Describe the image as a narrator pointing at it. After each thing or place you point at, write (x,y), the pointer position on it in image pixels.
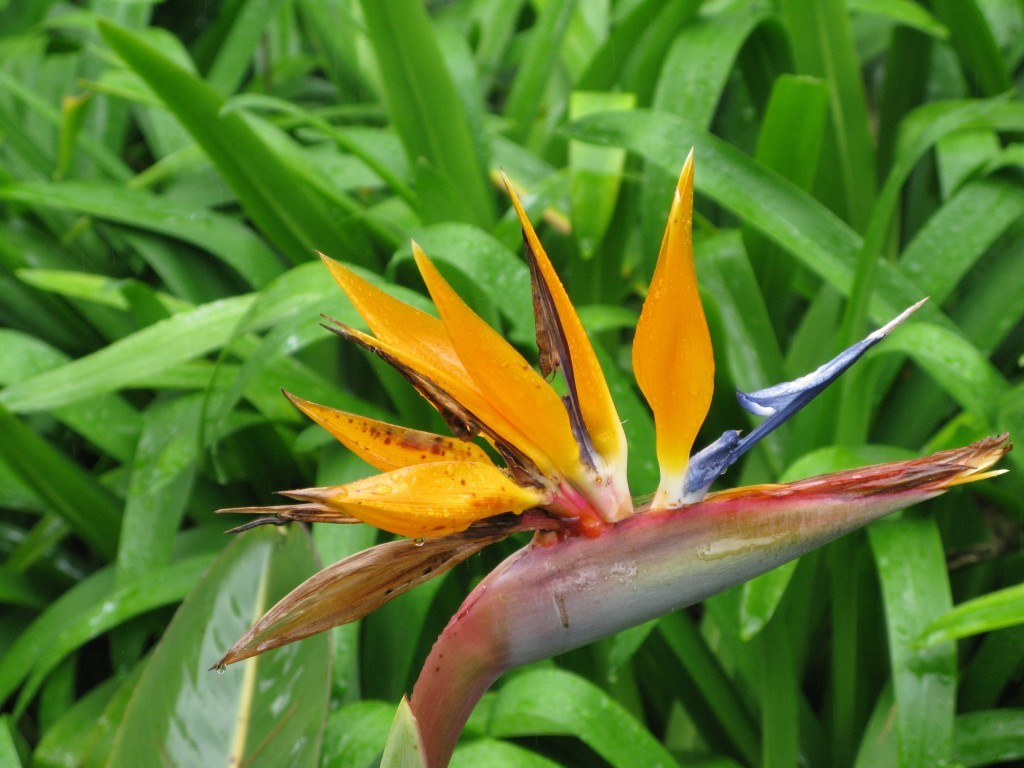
In this picture we can see a flower (588,482) and in the background (615,290) we can see plants (384,250).
